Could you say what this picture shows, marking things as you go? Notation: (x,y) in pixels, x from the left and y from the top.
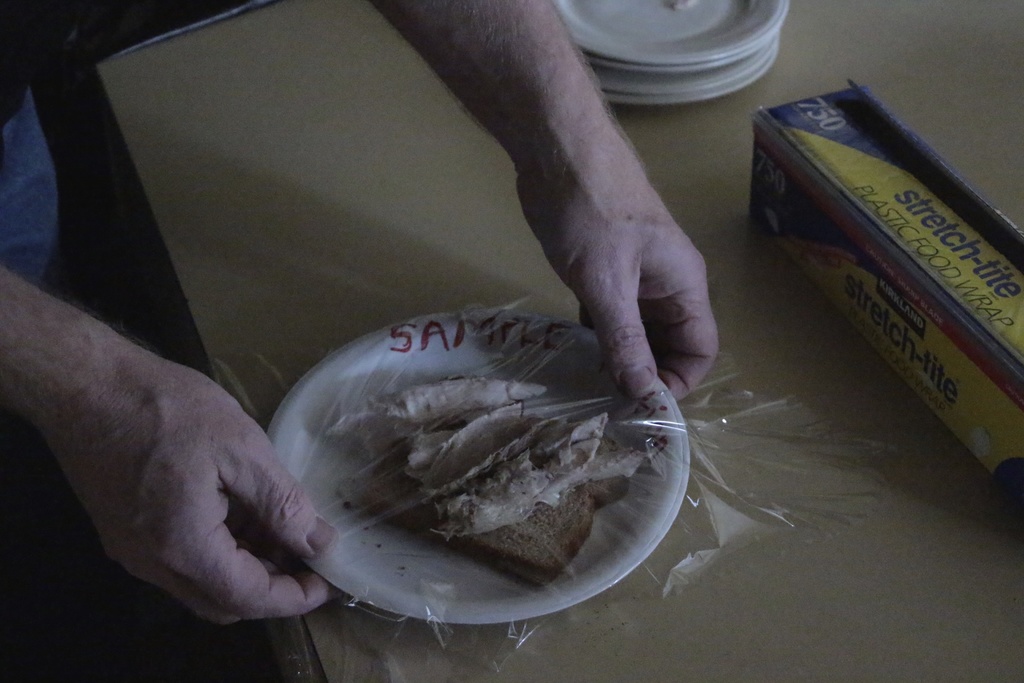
In this image, we can see the hands (598,269) of a person (609,329) holding a plate (412,546) with some food item (540,458) and cover (507,484). We can also see the surface (975,595) with some objects (802,103) like plates (732,59) and a cardboard box (844,104).
